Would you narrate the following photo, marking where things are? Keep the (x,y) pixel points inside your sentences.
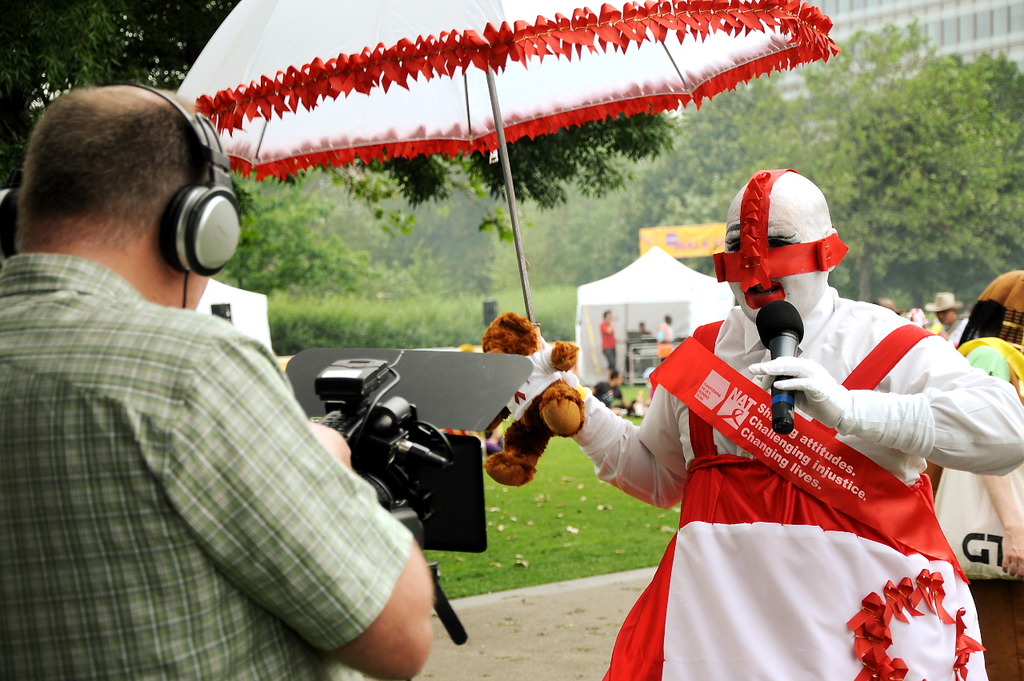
In this image we can see a person (784,465) wearing red and white color dress (820,594) holding microphone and a umbrella (510,190) in his hands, on left side of the image (194,514) there is a person (258,590) holding camera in his hands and put his headphones (191,232) on and in the background of the image (535,297) there are some persons (951,306) standing and there is a tent (646,304), there are some trees (843,57) and building (874,19).
